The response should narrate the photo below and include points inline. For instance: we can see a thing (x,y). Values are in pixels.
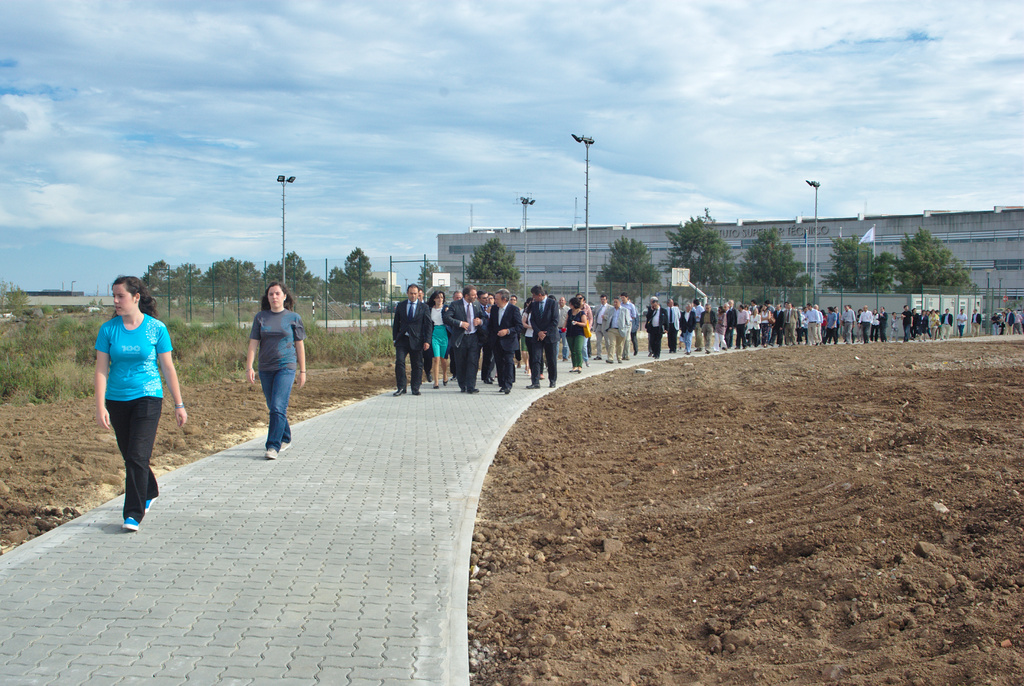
There are people (543,329) walking in the center of the image (412,378), there are trees (716,278), poles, buildings (375,272), boards (684,281) and the sky (305,155) in the background (599,239).
